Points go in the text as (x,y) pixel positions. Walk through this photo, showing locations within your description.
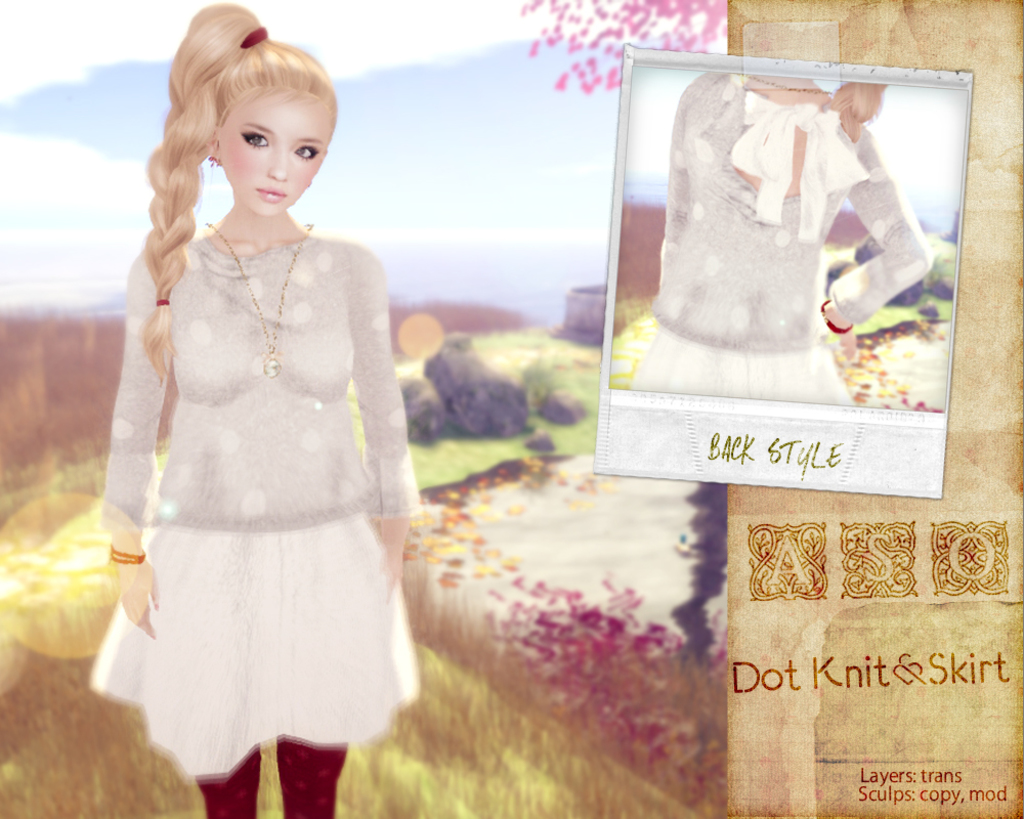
In this animated picture there is a woman (269,715) standing on the grass land (467,754). Beside her there are few plants (620,706) and rocks (470,364) on the land (539,418). Right side (1009,500) there is a wall (986,460) having a photo (831,194) attached to it. Right bottom there is some text (859,666). Top of the image (150,135) there is sky (485,112).
